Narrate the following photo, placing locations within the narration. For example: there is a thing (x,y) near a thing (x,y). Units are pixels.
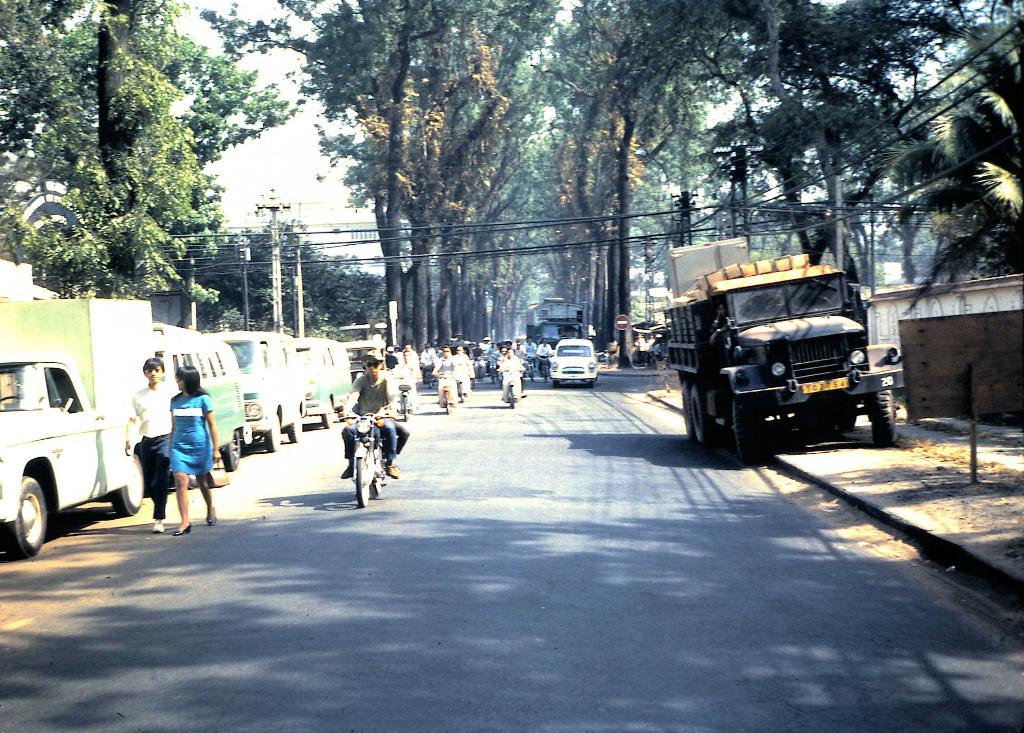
It is a road (501,445) and many vehicles (705,317) are moving on the road (448,503) and beside the road (483,631) few other vehicles (350,347) are parked and behind the vehicles (277,405) there are a lot of trees (520,283) and current poles (279,300).
